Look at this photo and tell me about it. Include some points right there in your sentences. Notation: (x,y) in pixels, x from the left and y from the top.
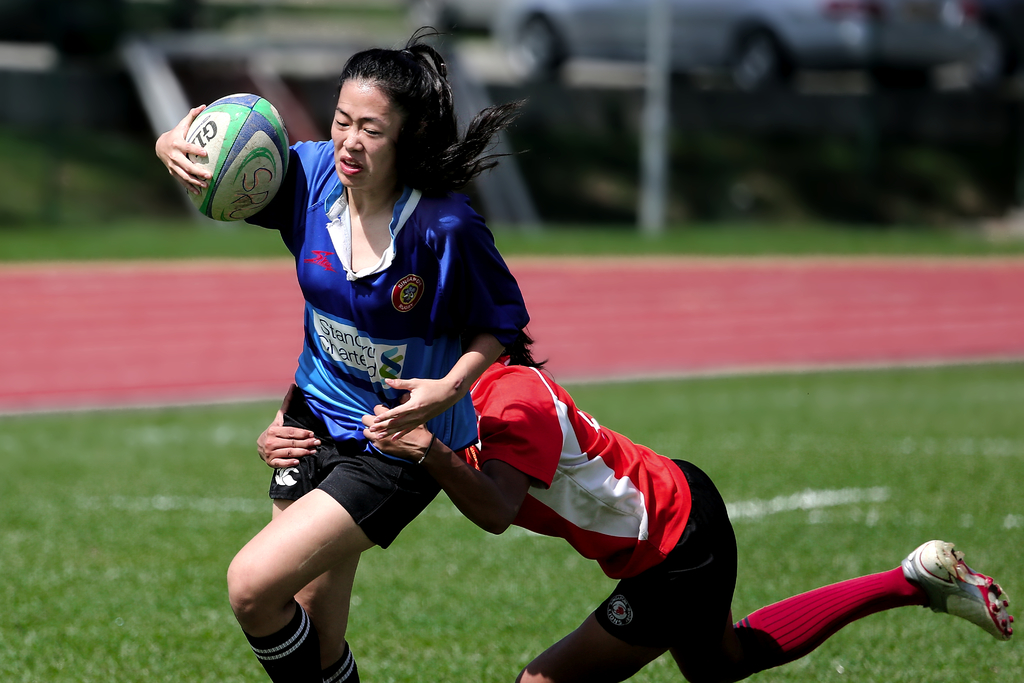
In this image I can see two women (452,404) among them this woman (330,254) is holding a ball (228,206) in the hand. In the background (239,228) I can see a car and the grass (740,249). The background of the image (856,169) is blurred.
